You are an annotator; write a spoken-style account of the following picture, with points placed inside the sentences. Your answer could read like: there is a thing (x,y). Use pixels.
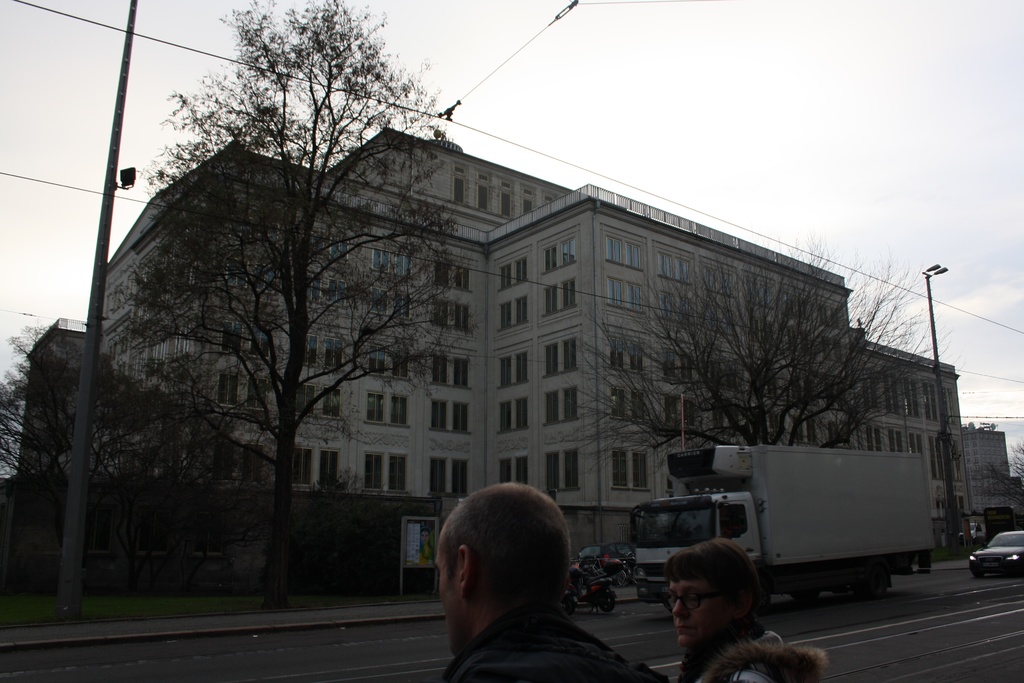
In this image we can see sky (423,84), electric poles (119,97), electric cables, buildings (715,268), trees (303,353), advertisement boards (430,535), motor vehicles (721,523) on the road (321,629) and persons (712,632).
